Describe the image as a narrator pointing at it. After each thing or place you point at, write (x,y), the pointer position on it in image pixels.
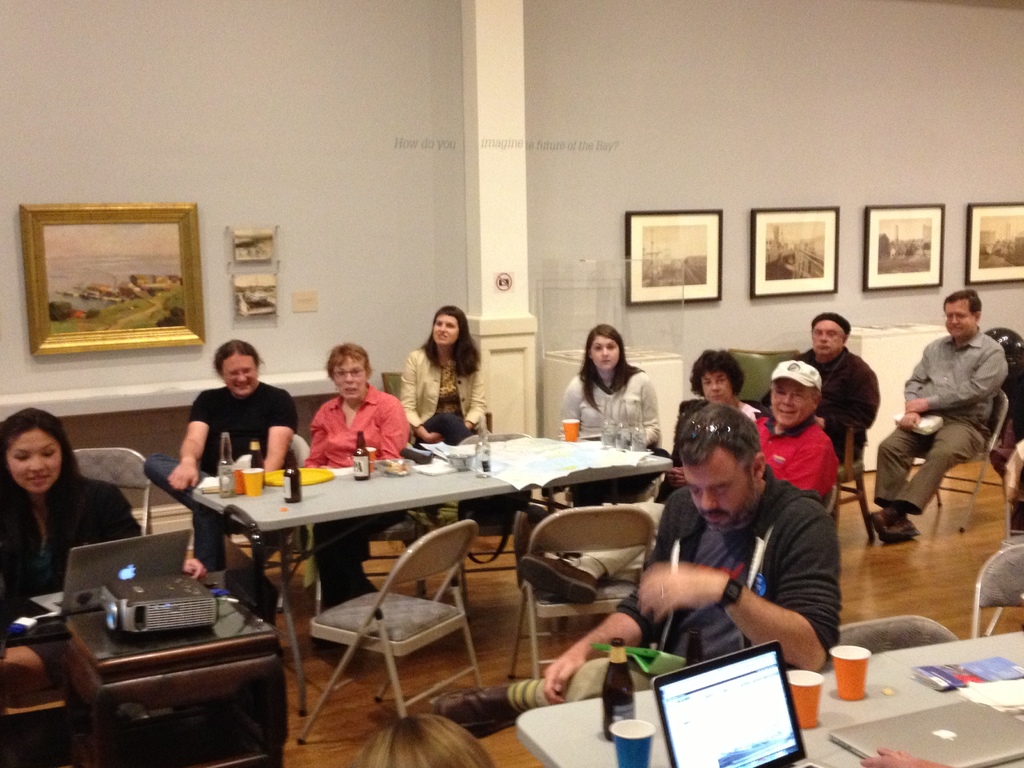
in this picture there are group of persons (799,484) sitting in the chairs (306,452) and in table (333,500) we have bottle (358,477), paper (630,455), glass (841,659), plate (308,472) there are chairs (370,598), laptop (924,747), cupboard (140,637) and in back ground (102,127) we have photo frame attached to the wall (380,343).
